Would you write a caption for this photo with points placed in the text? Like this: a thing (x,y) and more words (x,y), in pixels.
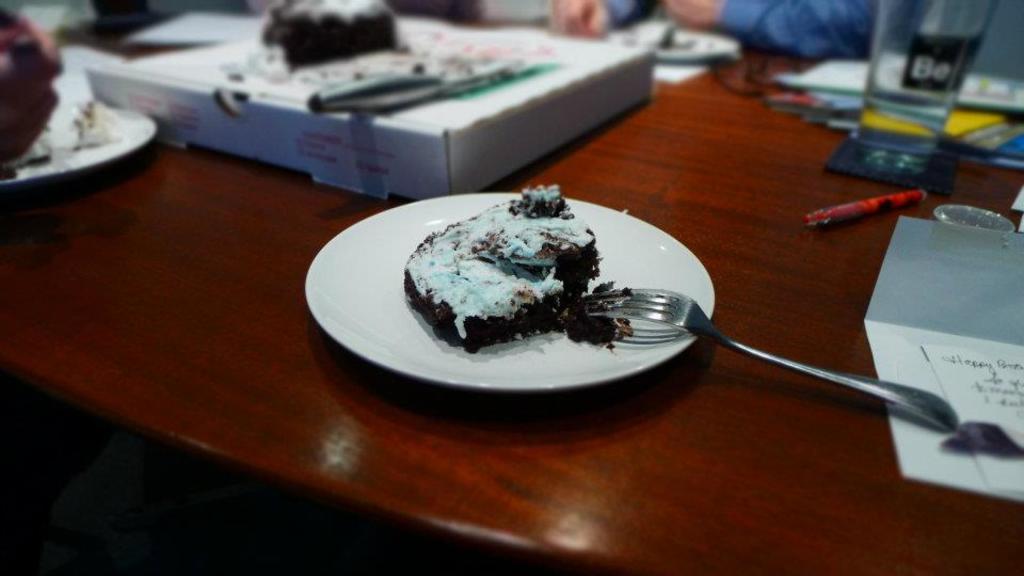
Here I can see a table (443,444) on which three plates (376,220), box (602,58), glass (942,24), papers (978,141) and some more objects (359,109) are placed. On the top of the image (802,10) I can see a person (785,18) is wearing blue color dress (789,11). On the left side (17,82), I can see another person's hand (28,97).
